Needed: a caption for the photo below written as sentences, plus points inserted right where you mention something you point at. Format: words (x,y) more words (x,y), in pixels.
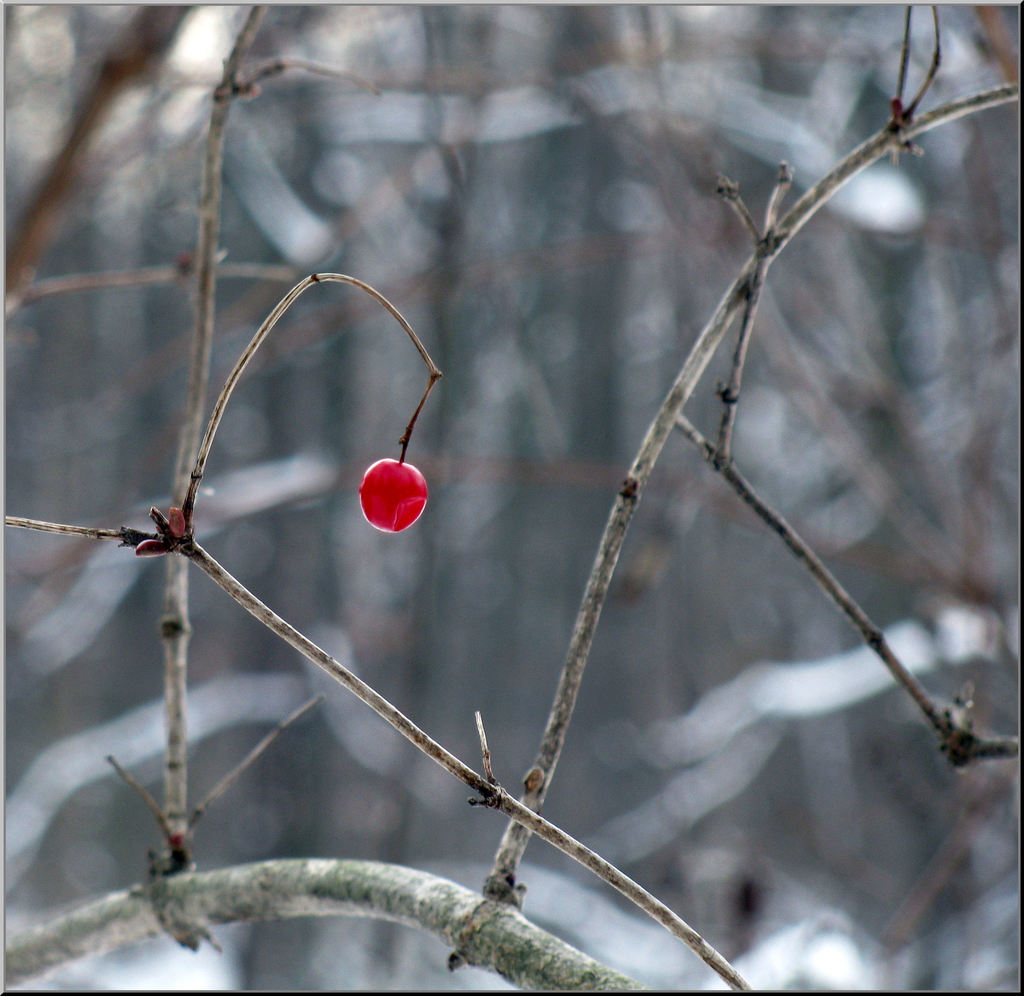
Here in this picture we can see a cherry fruit (390,522) present on the branch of a plant (222,408), present over there.
